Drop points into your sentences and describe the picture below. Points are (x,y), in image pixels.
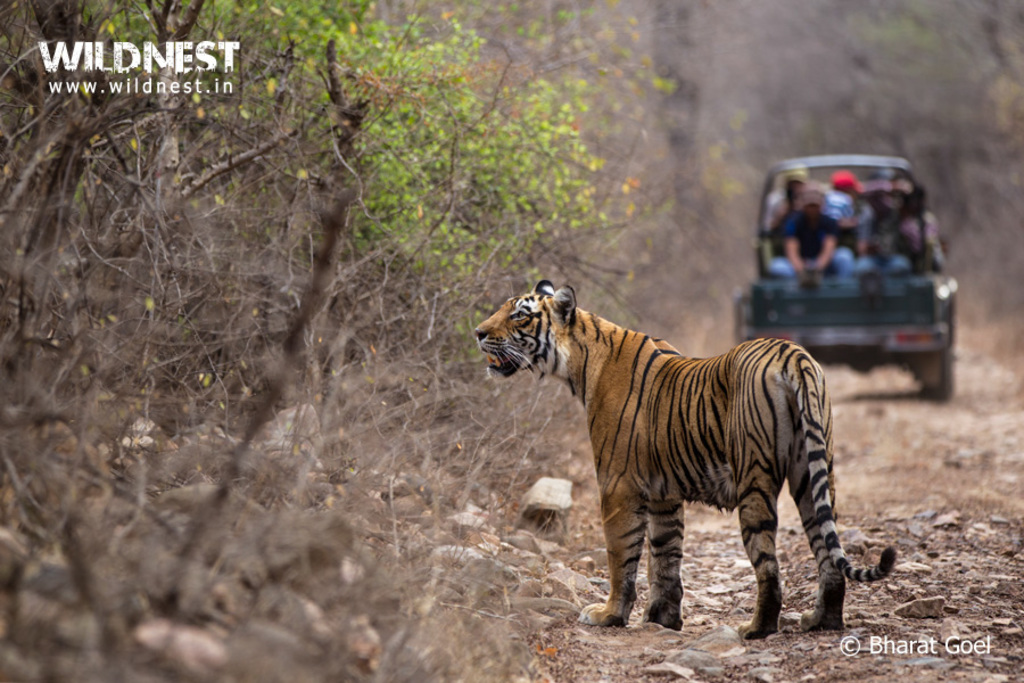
In the foreground of this image (653,386), there is a tiger (765,612) standing on the ground (613,646). On the left (84,352), there are plants (386,256). In the background (809,240), there are persons (812,222) on a vehicle (912,364) moving on the path (896,395) and it seems like trees (839,69) in the background (827,62).
